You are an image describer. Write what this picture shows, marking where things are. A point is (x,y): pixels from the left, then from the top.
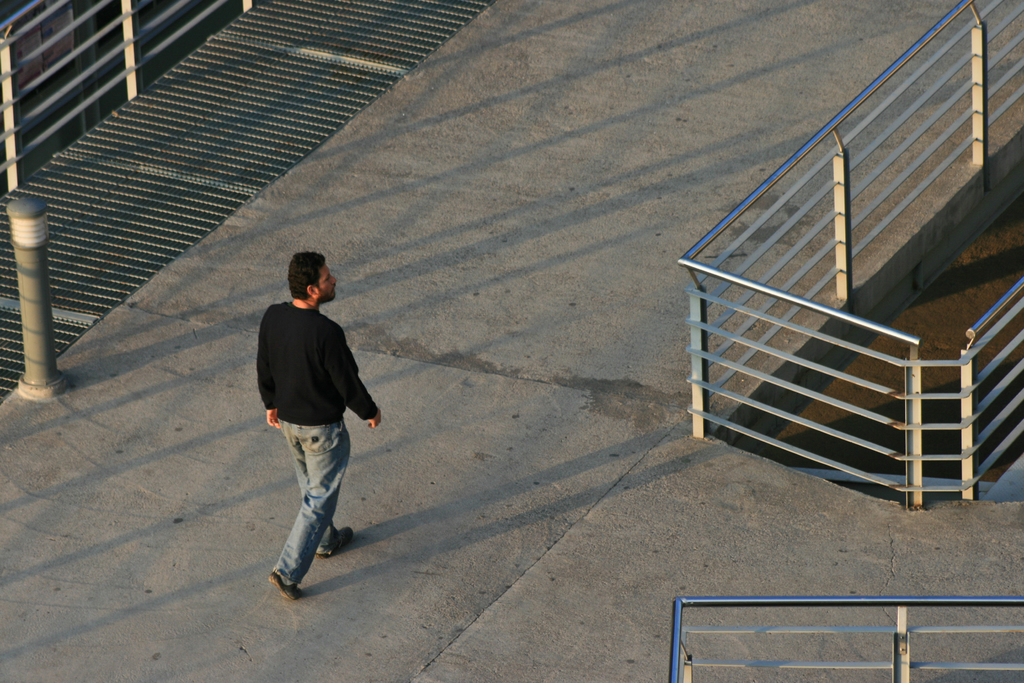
In this image I can see the person (306,420) walking on the ash color surface (457,463). The person (314,406) is wearing the black and blue color dress (297,397). To the side I can see the pole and the railing (960,121).
